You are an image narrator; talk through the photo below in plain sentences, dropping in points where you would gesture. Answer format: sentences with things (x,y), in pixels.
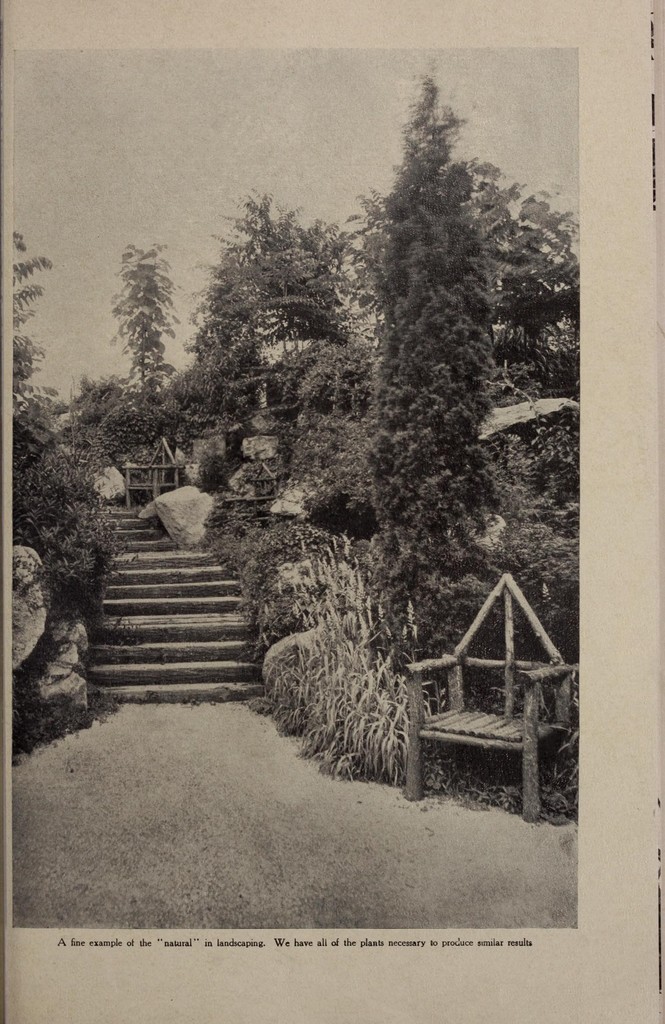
In the image I can see a photo (292,715) which is black and white in color. In the photo (260,642) I can see trees (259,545), steps (124,681), the sky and something written on the photo (312,597).
